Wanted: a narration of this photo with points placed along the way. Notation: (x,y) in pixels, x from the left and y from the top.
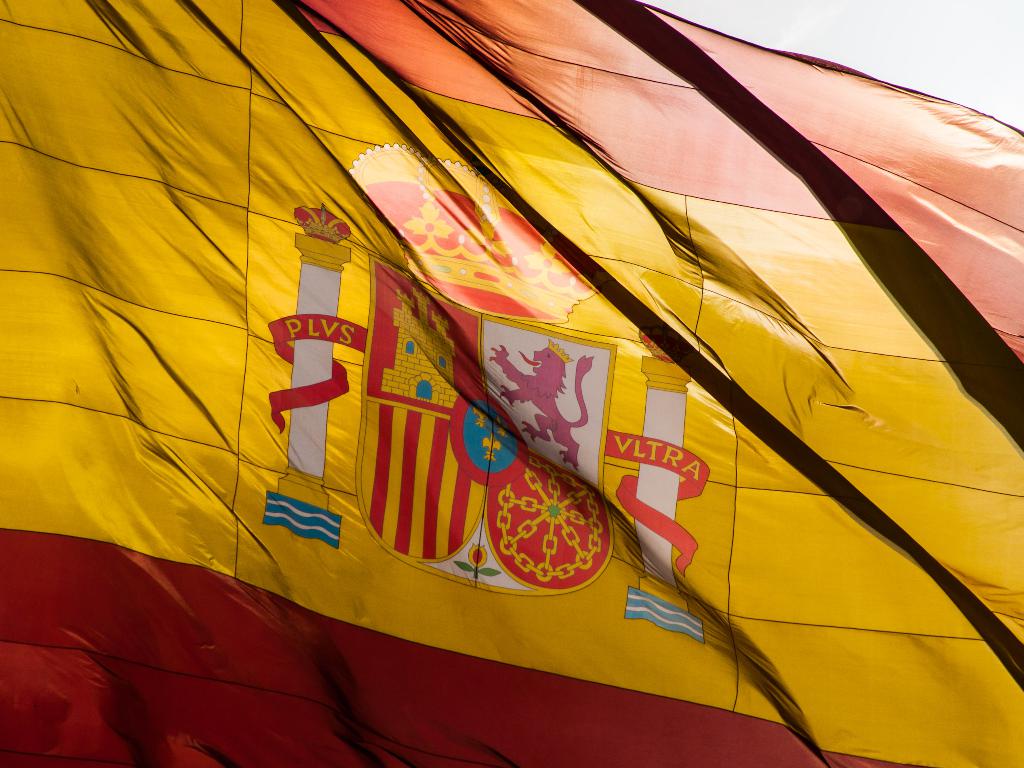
This image is taken outdoors. In this image there is a flag (627,456).
